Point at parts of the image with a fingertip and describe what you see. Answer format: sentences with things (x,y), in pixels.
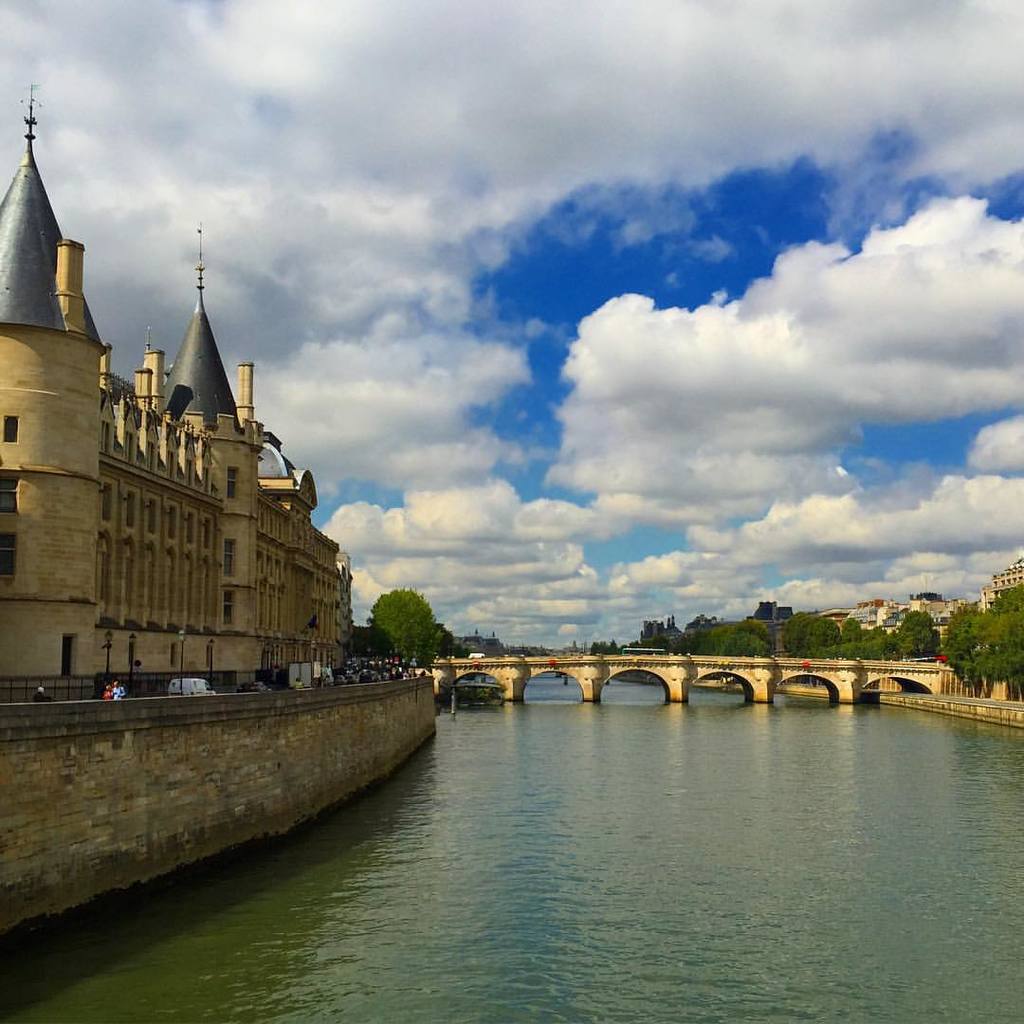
In this picture we can see a building (162,553) here, at the bottom (539,886) there is water (775,892), we can see a bridge (929,666) here, in the background (980,659) there are some trees (886,631) and buildings (938,614), there is the sky (828,423) at the top of the picture (742,236), we can see vehicles (186,693) traveling here.
